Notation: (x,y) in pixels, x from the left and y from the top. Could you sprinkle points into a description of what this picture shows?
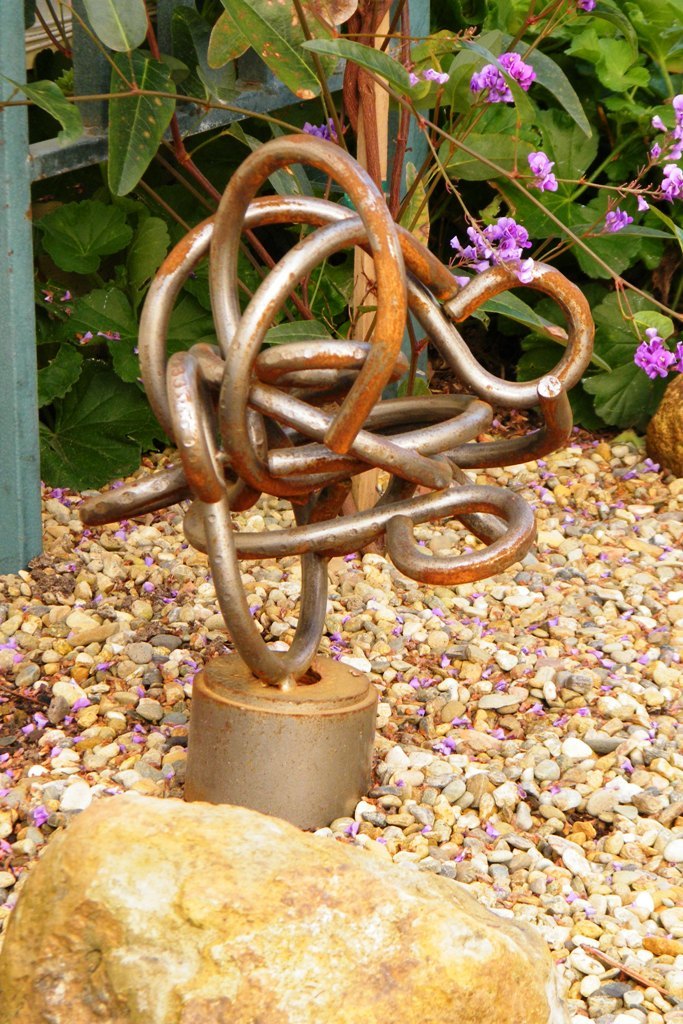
In the center of the image (384,400) we can see a steel rod stand (344,501). In the background of the image (337,281) we can see plants (397,182), flowers (541,153). In the center of the image (292,567) some stones (342,588) are there. At the bottom of the image (268,945) there is a rock (336,864).
